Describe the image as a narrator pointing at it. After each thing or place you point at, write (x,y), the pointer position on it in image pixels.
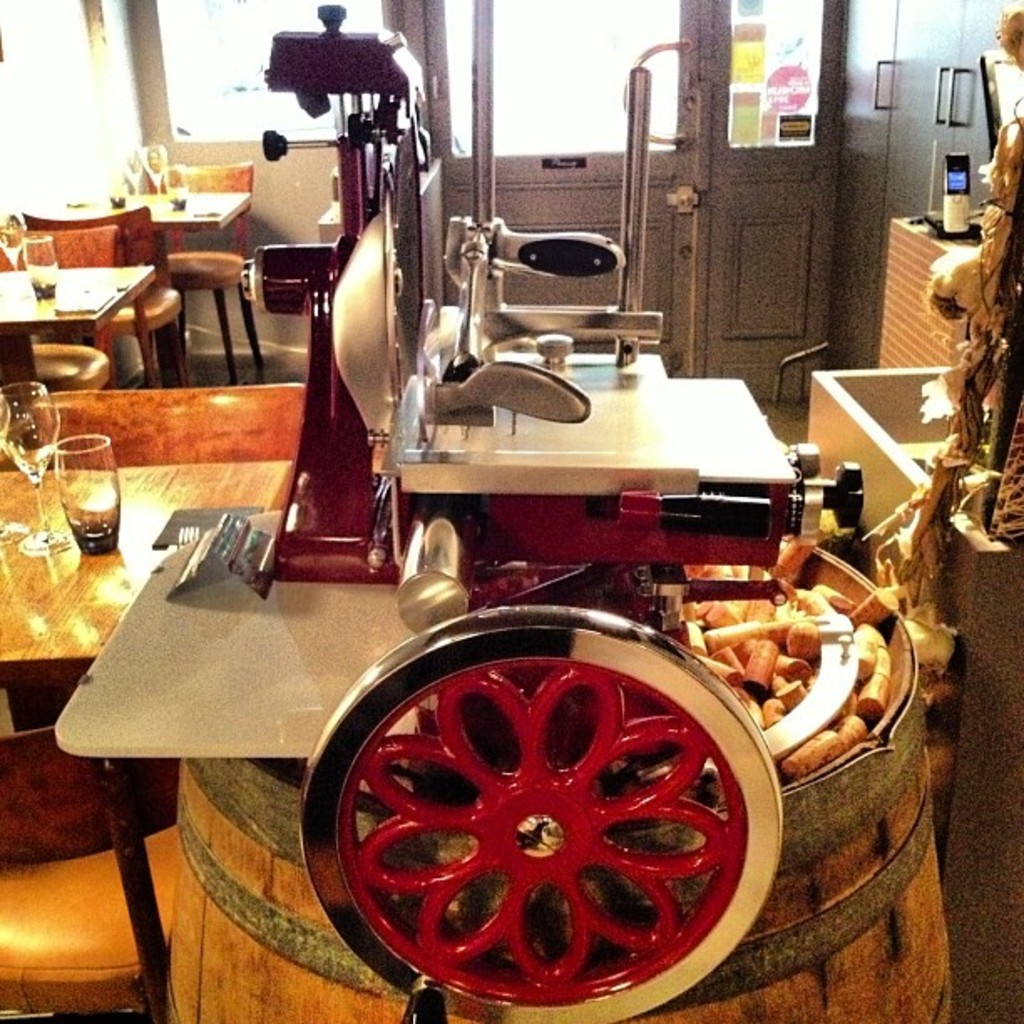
As we can see in the image there is a door (747,88), chairs (101,259) and tables (77,313) over here and on table (124,476) there are glasses (45,473).
